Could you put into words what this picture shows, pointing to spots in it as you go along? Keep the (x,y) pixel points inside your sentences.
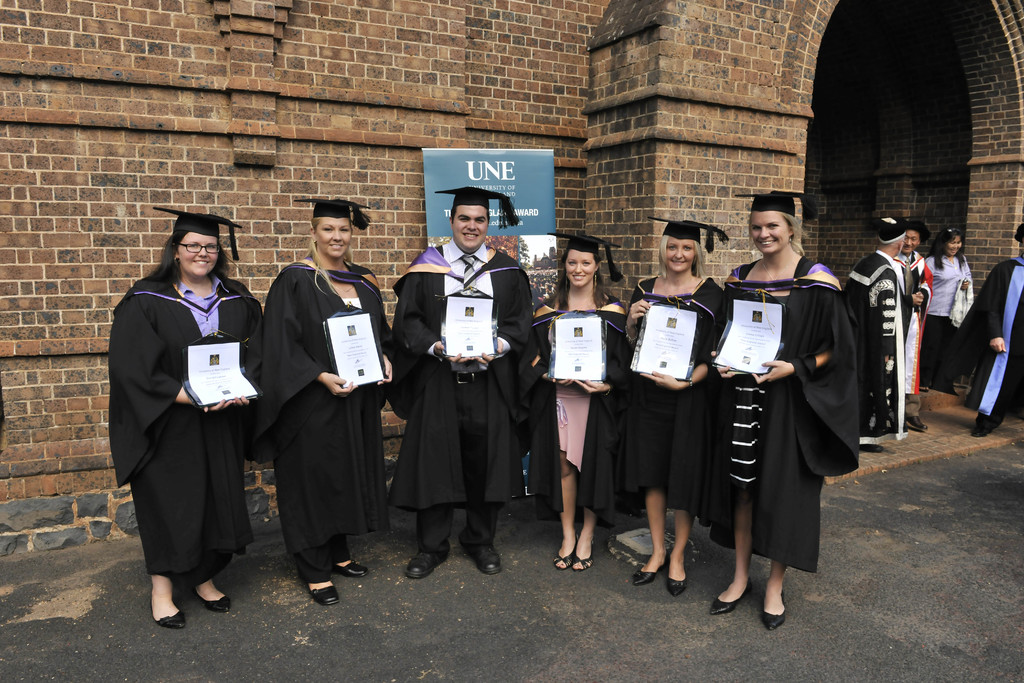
In the picture I can see a group of people (539,397) are standing, among them the people (551,440) in the front (551,440) are holding objects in hands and wearing hats (558,237). In the background (344,153) I can see a brick wall (396,96) and a banner (436,215) which has something written on it.
